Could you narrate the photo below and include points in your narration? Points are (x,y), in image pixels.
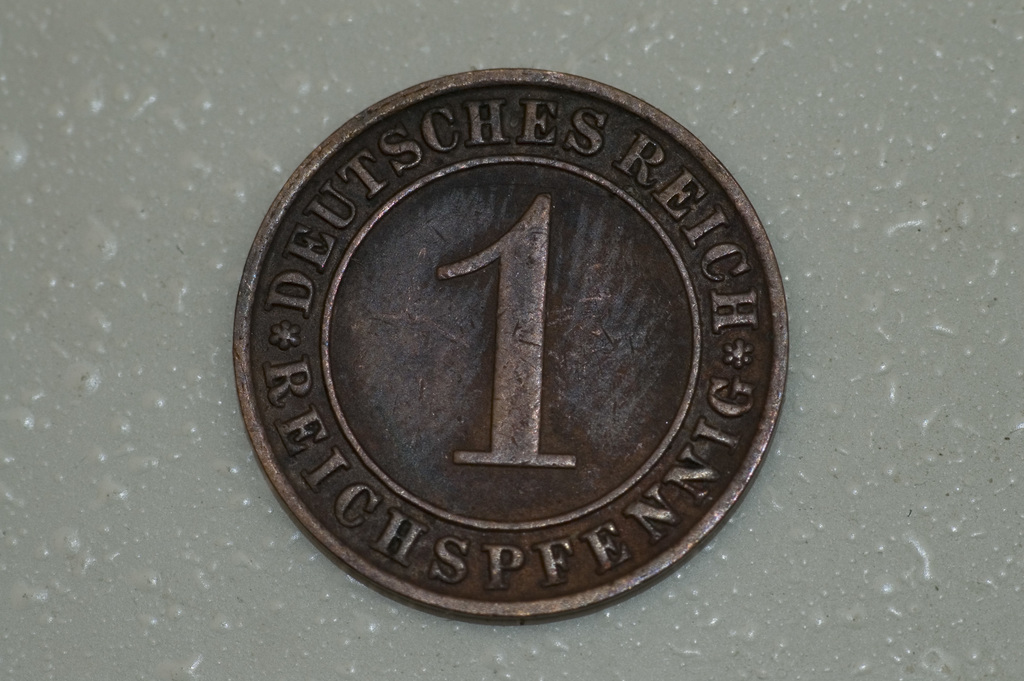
We can see coin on the surface (233,255).
